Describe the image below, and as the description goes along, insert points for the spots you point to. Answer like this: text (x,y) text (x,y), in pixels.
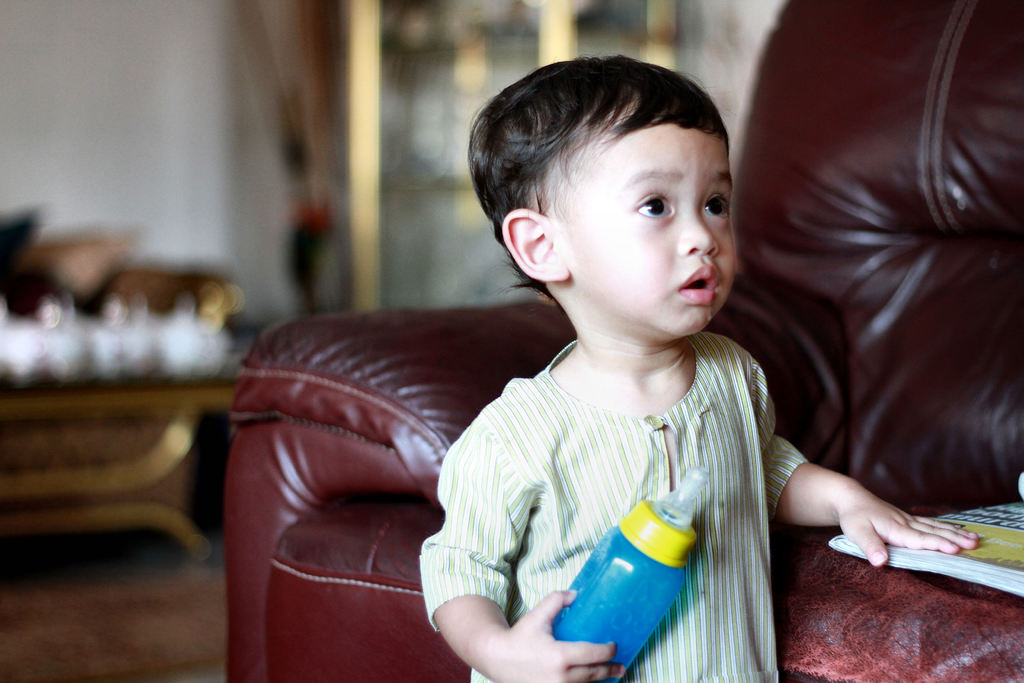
In this image a boy (596,264) is standing, holding a milk bottle (624,599) in his hand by the side of sofa (915,461) looking up.
